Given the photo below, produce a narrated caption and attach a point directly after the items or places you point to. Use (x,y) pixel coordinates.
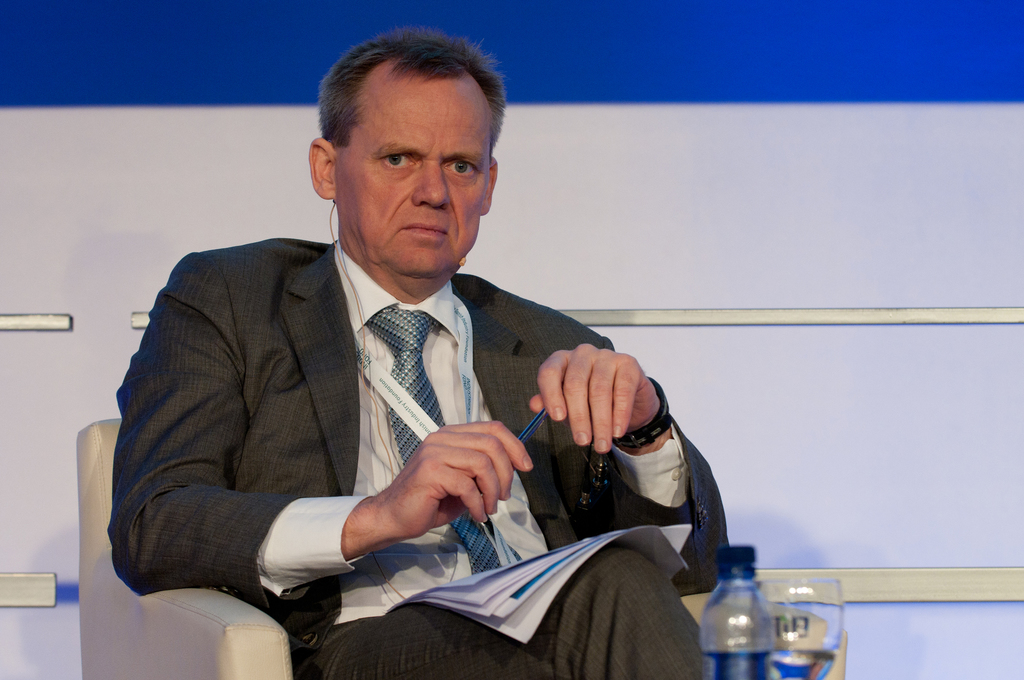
A man (138,455) sitting on a sofa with pen (522,436) in his hand (504,465). There is a bottle (734,662) and a glass (793,623) placed before him. There is a book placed on his laps (411,643).
